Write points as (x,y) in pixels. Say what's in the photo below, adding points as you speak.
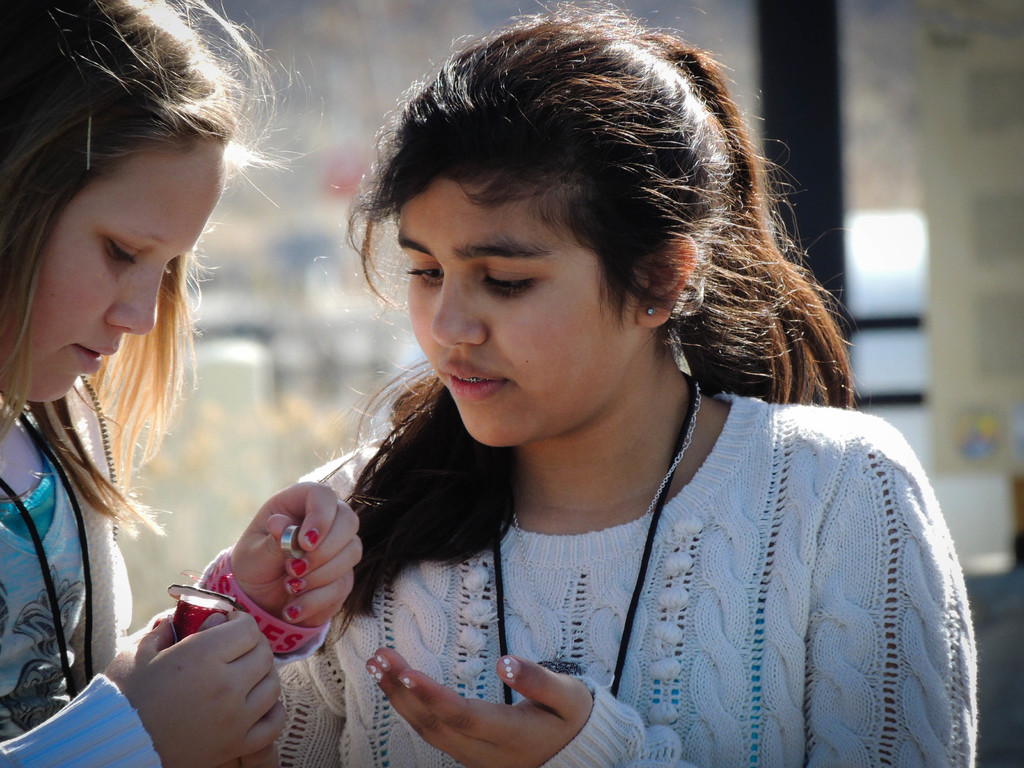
In the image we can see two girls (436,441) wearing clothes (620,559). The right side woman (347,616) is wearing ear studs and neck chain (655,494) and the left side girl (121,612) is holding an object (181,629) in her hand (207,628) and the background is blurred.
